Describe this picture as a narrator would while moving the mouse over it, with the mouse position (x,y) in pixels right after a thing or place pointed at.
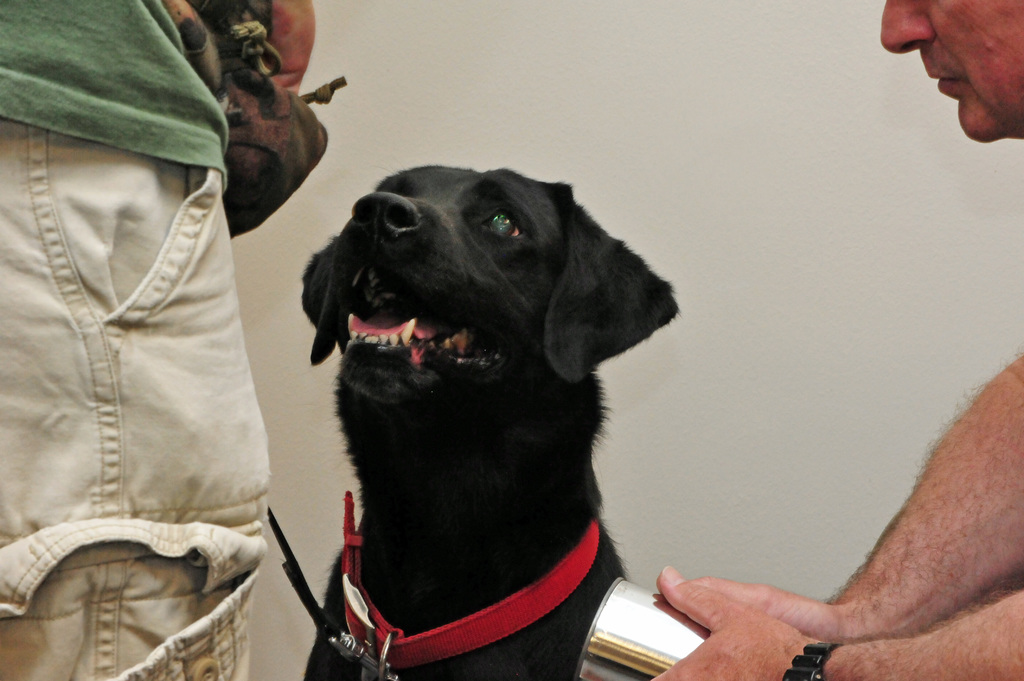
In this image I can see two person (15,86) and a dog (600,392).
